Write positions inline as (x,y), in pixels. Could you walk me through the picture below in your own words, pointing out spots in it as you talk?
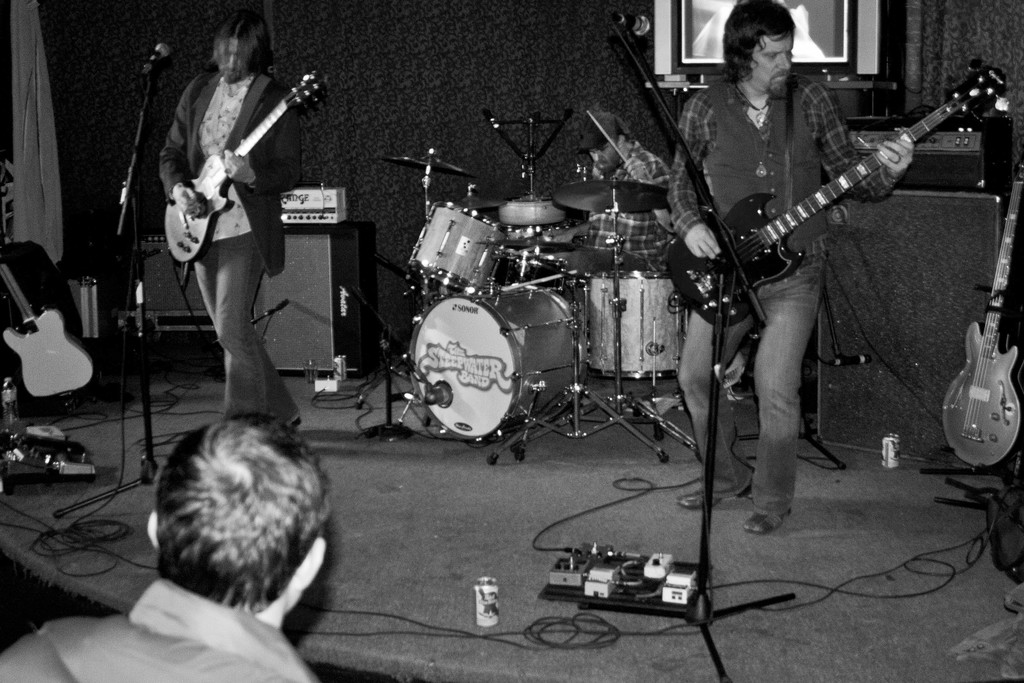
A black and white picture. These 2 persons (227,133) are standing in-front of mic (638,31) and playing guitar (750,264). These are musical instruments (582,283). This is a speaker (327,312). A picture (703,13) on wall (558,31). This is an audience (237,486). On floor (678,648) there are cables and tin (484,604).
